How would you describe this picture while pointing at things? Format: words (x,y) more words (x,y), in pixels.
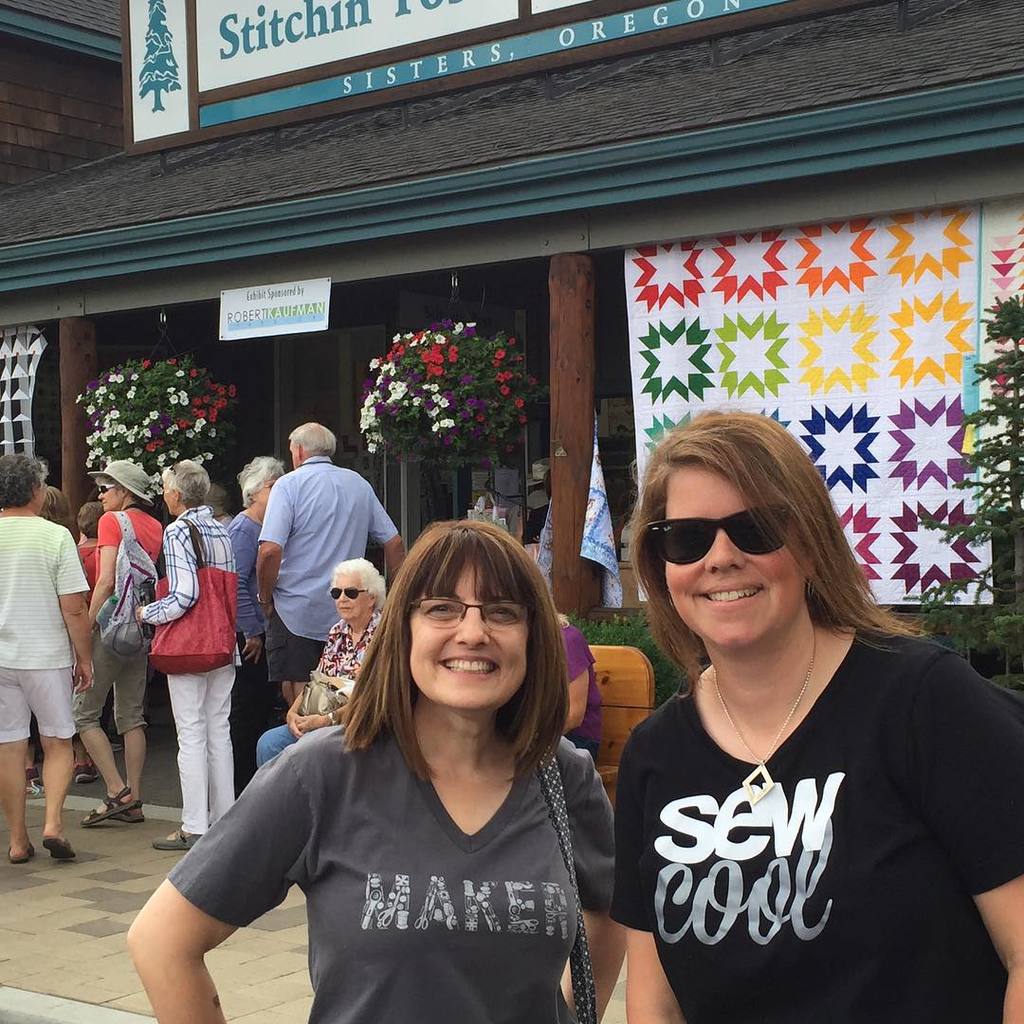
In the image we can see two women (588,834) wearing clothes (530,819), goggles (506,624) and they are smiling. The right side woman (704,742) is wearing neck chain (759,761) and the left side woman (466,914) is carrying a bag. Behind them there are other people (192,687) and they are wearing clothes (301,657). Here we can see flower plants (428,372), footpath (71,875) and the board (230,48), on the board (275,63) we can see the text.
